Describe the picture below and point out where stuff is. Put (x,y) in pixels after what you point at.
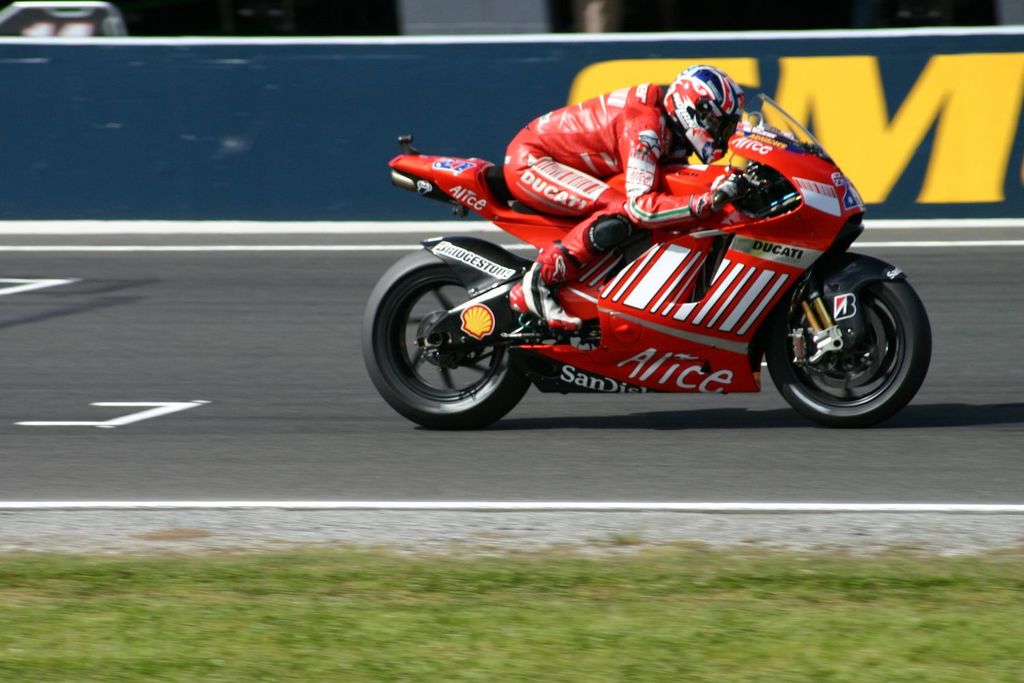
In this image I can see the person (617,133) riding the bike (710,250), the person (648,166) is wearing red color dress (599,121) and the bike (653,233) is in white and red color. In the background (140,143) I can see the board (219,143) in blue color.
